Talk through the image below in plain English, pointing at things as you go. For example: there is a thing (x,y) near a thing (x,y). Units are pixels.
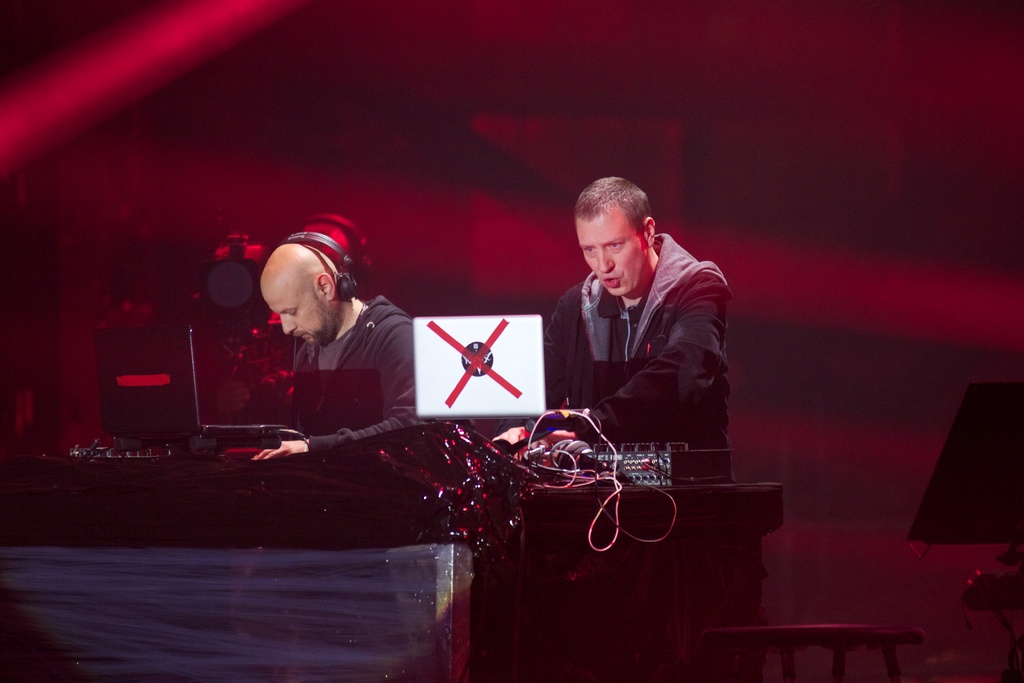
In this image in the center (458,445) there is a table (470,512), on the table (409,463) there are musical instruments (627,455) and behind the table (497,449) there are persons (589,381) standing and there are lights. On the right side (985,481) there is an object (983,472) which is black in colour.
